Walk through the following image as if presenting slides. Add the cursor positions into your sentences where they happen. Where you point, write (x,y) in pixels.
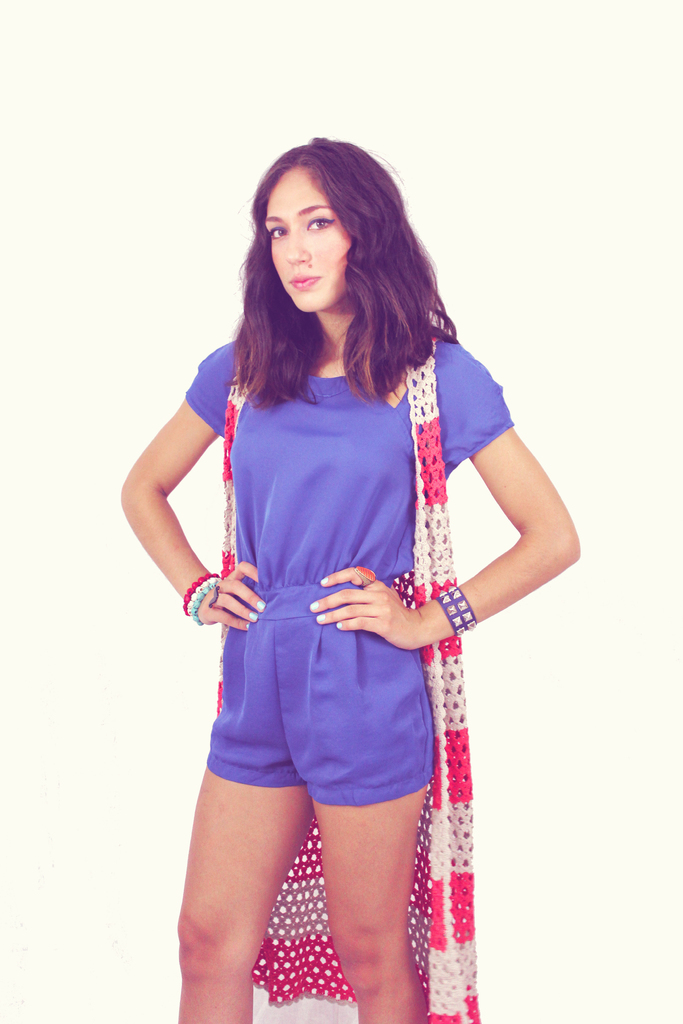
In this image we can see a woman (322,333) and she is not smiling. There is a cream color background (105,962).
